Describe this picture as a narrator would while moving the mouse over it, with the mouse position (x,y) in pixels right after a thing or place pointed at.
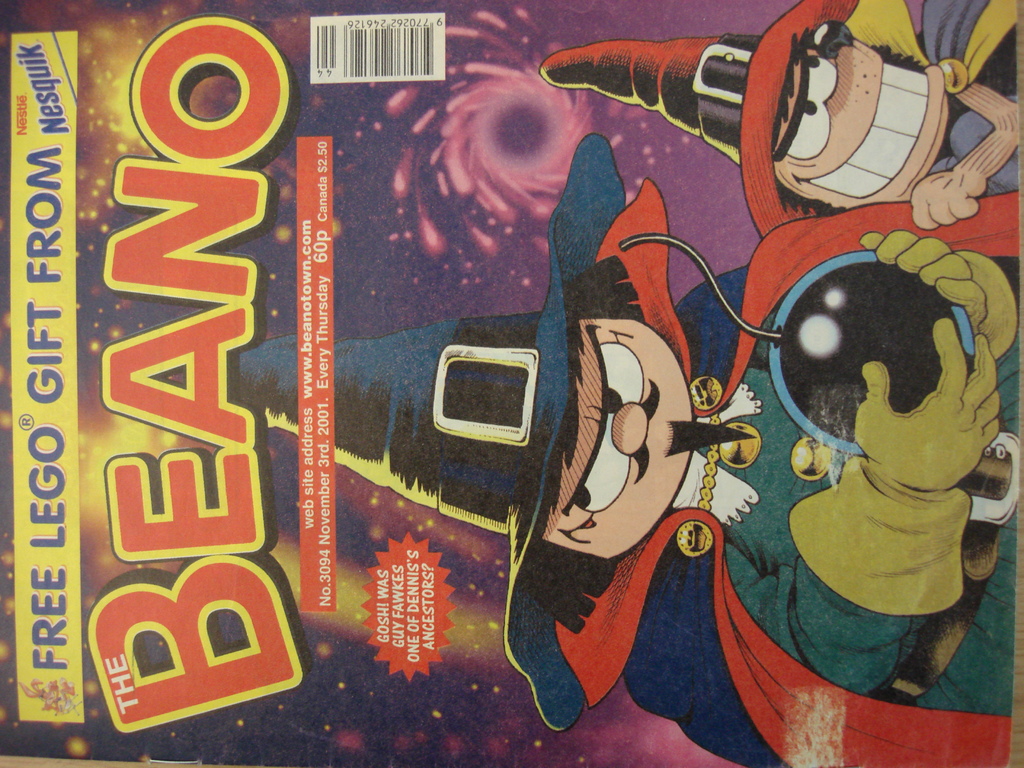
In this picture there is a poster (736,293). In that poster (835,412) we can see the cartoon person (966,459) who is wearing hat (416,433), gloves (980,393) and green dress (973,680). He is holding bomb (848,355). In the top right (790,1) we can see another cartoon person (830,167) who is wearing hat (645,88) and dress (979,62). In the back (405,527) we can see stars (433,247) and sky (480,547). On the left (75,150) we can see the content name (146,541).
